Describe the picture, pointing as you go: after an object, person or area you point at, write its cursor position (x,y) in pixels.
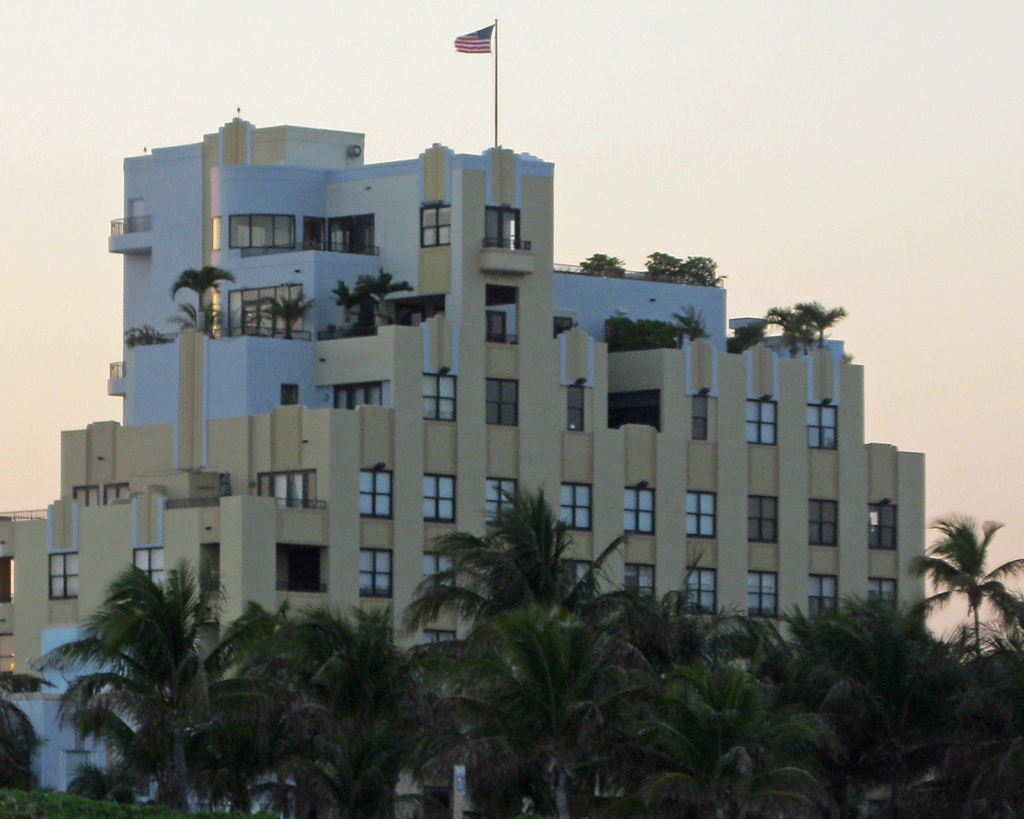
In this image in the front (467,730) there are trees (475,703). In the background (433,375) there is a building (503,381) and on the top of the building (462,292) there are plants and there is a flag (478,47).
